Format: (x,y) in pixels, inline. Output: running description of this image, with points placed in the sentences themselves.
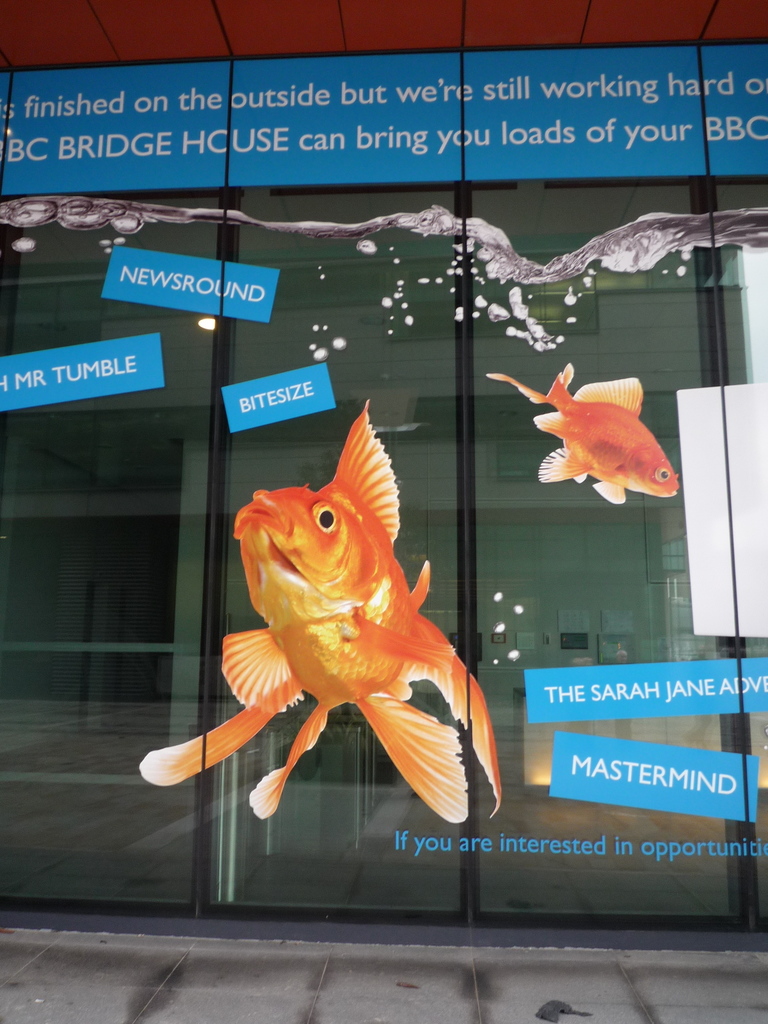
In this image in the center (387,594) there is posters (355,558) on the glass (308,416) and there is some text (206,109) written on it.
